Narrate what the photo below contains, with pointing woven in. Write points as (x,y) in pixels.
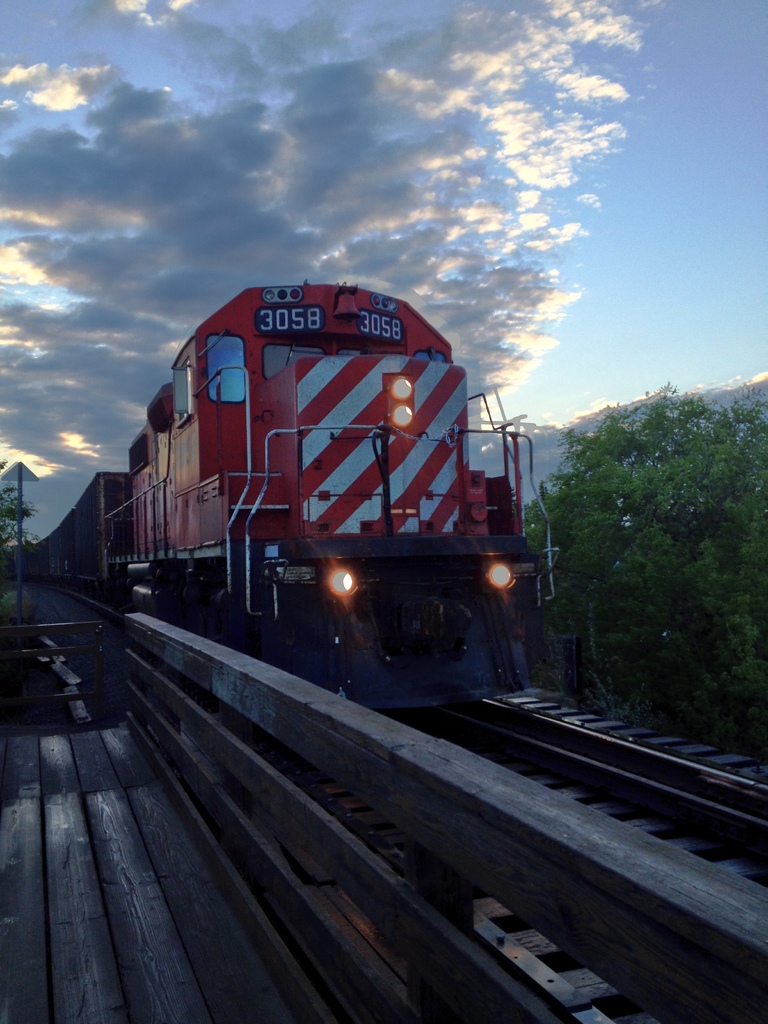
In this image there are clouds (465,138) in the sky (330,173), there is a train (368,550), there is a railway track (635,791), there is a board (27,474), there is a pole (20,489), there is a tree (19,551) truncated towards the left of the image (12,528), there is a tree (669,533) truncated towards the right of the image (661,531).
